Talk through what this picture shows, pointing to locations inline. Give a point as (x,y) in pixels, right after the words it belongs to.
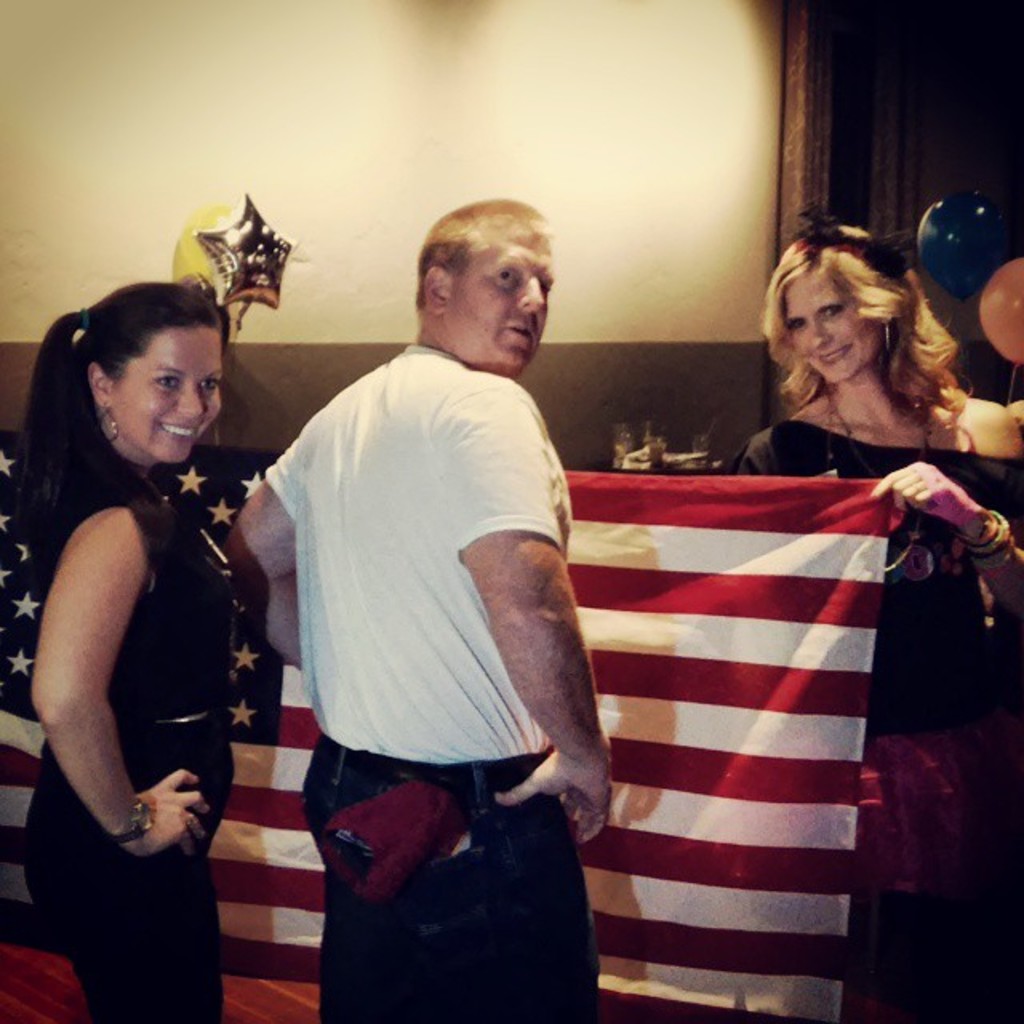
In this picture three people (916,395) are standing. This woman (837,294) holding a National American Flag (803,542). This National American Flag (763,618) has red white strips (715,539) and it has white stars (259,479). She is holding with a beautiful smile, back side of her there are two balloons (992,263) in blue and peach color. This man (499,630) is standing in middle (531,419) and staring beside him there is a woman (140,544) standing and staring and she is smiles beautiful. There is a balloon (248,278) over here. The wall (371,141) is in white and ash color. In this man's pocket (412,890) there is a cap (392,851). This woman (155,683) wore wrist watch (137,820).
